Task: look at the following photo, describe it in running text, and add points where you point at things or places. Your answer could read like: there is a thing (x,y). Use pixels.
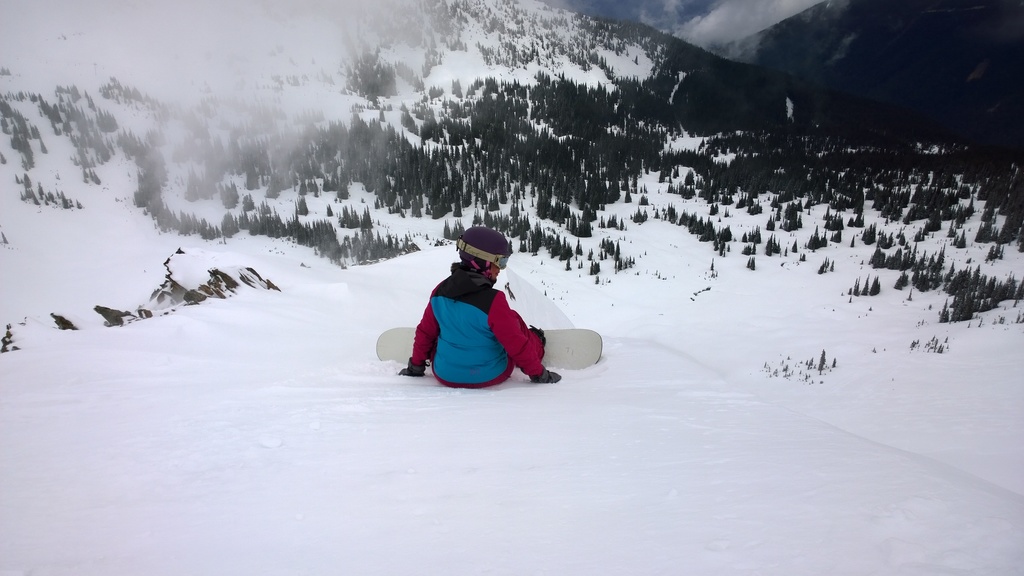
In this image, we can see a person (439,364) and snowboard (560,350) on the snow (553,407). There are some trees (558,148) in the middle of the image (406,203). There is a hill (436,81) at the top of the image (546,40).
